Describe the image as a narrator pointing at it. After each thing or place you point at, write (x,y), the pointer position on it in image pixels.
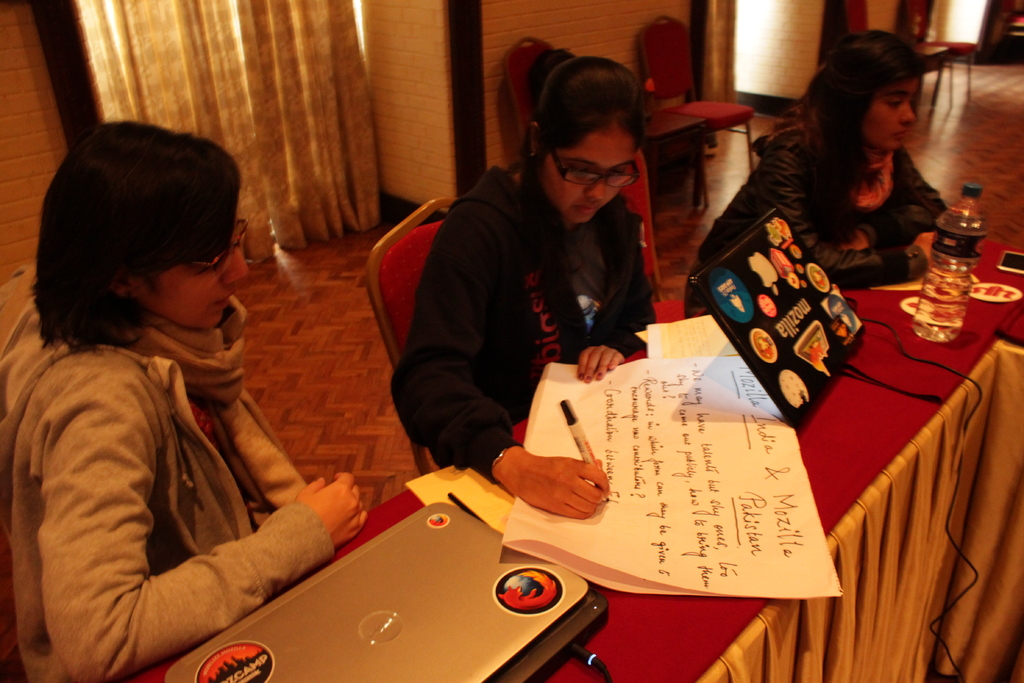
In this image on the right (842,458), there is a table (834,425) on that there are papers (672,497), laptops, pens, cables (964,378), bottle (956,289), mobile (1015,256) and cloth (875,581). On the left (156,467) there is a woman (239,496), she wears a jacket (239,496), she is sitting. In the middle (504,311) there is a woman (520,210), she wears a jacket (512,294), she is sitting. On the right (856,189) there is a woman (857,166), she wears a jacket (843,236), she is sitting. At the top (709,117) there are curtains (322,92), chairs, wall (424,65).
